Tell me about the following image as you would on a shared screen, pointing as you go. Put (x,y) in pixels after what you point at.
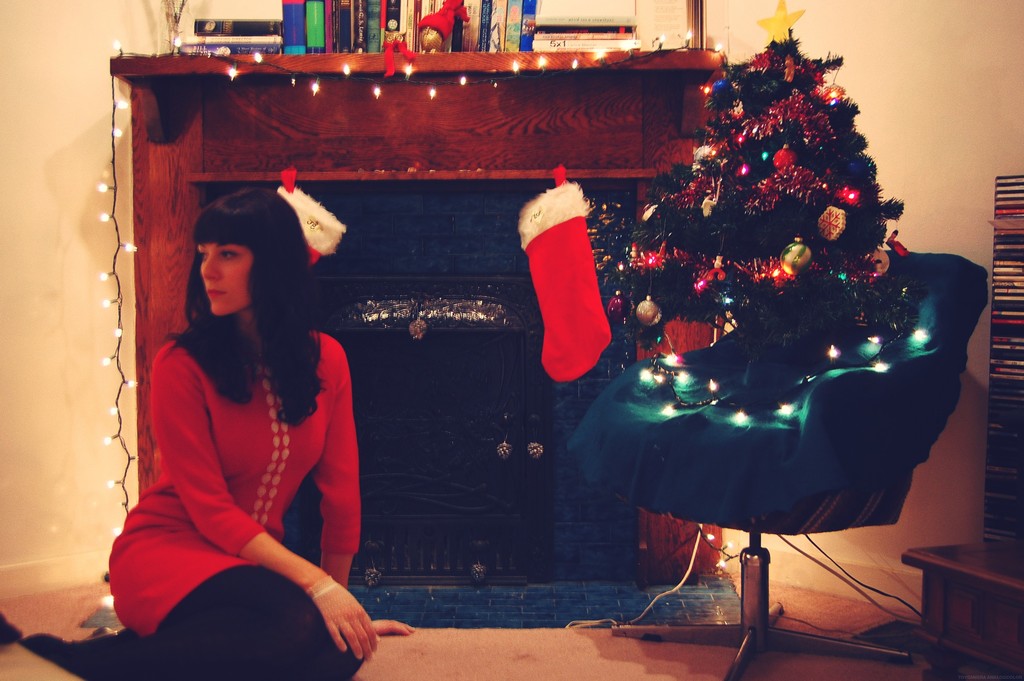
In this image, we can see a person (370,637) sitting and on the right side (766,207) there is a Christmas tree (673,250) on the chair (603,392) and at the top (475,41) we can see some books (197,24).
